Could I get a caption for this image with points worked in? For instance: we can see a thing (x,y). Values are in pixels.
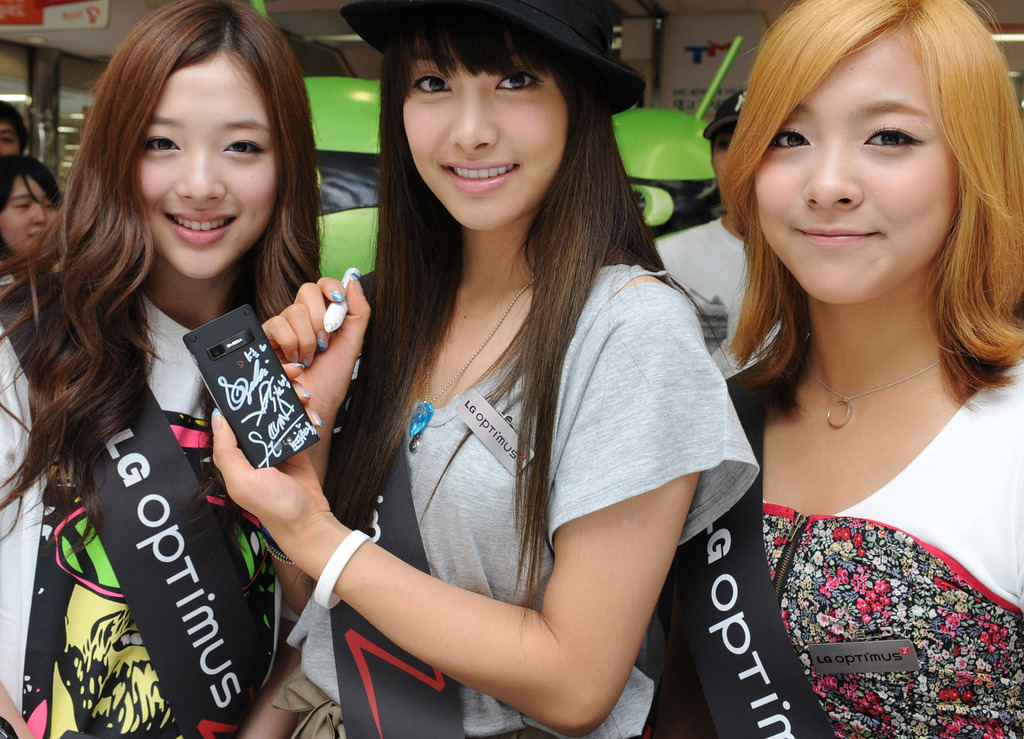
This picture is clicked inside a room (310,14). There are three women (483,196) in front (837,477) standing and smiling. The woman (512,184) in the middle (479,330) is wearing hat (565,18) and holding mobile phone (256,390) in one hand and marker (330,319) in the other hand (283,349). They wore badges (516,464) of "LG Optimus". At the left corner (14,215) there are other two people (51,187). In the background (689,54) there are boards (676,64).
